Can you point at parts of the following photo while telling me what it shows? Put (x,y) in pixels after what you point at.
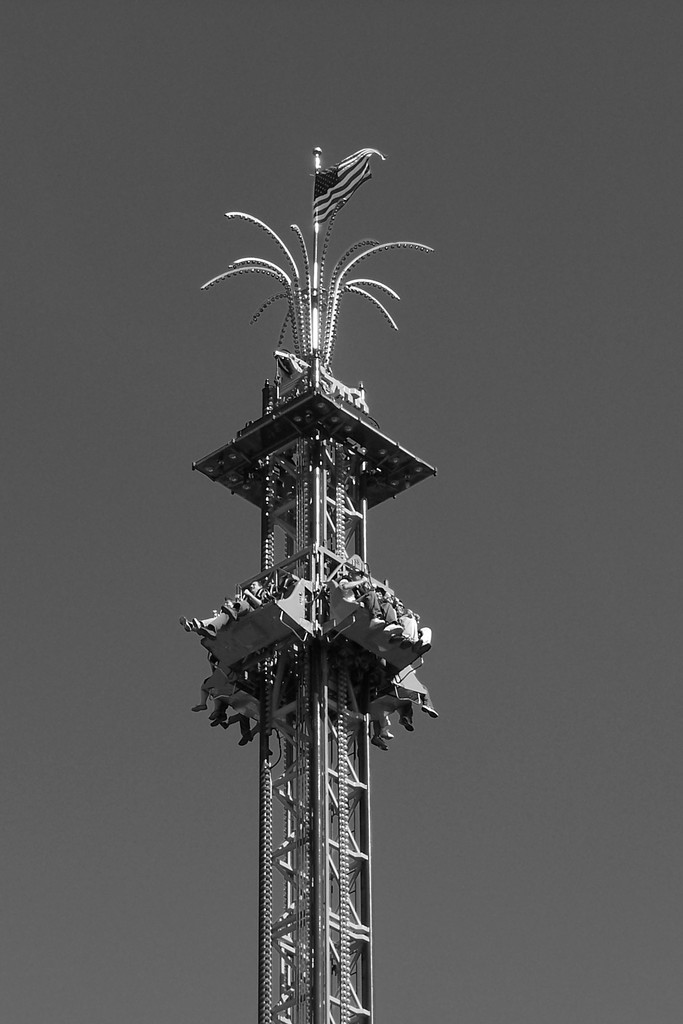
In this black and white image we can see many people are sitting on the drop tower (294,1005) and at the top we can see a flag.
